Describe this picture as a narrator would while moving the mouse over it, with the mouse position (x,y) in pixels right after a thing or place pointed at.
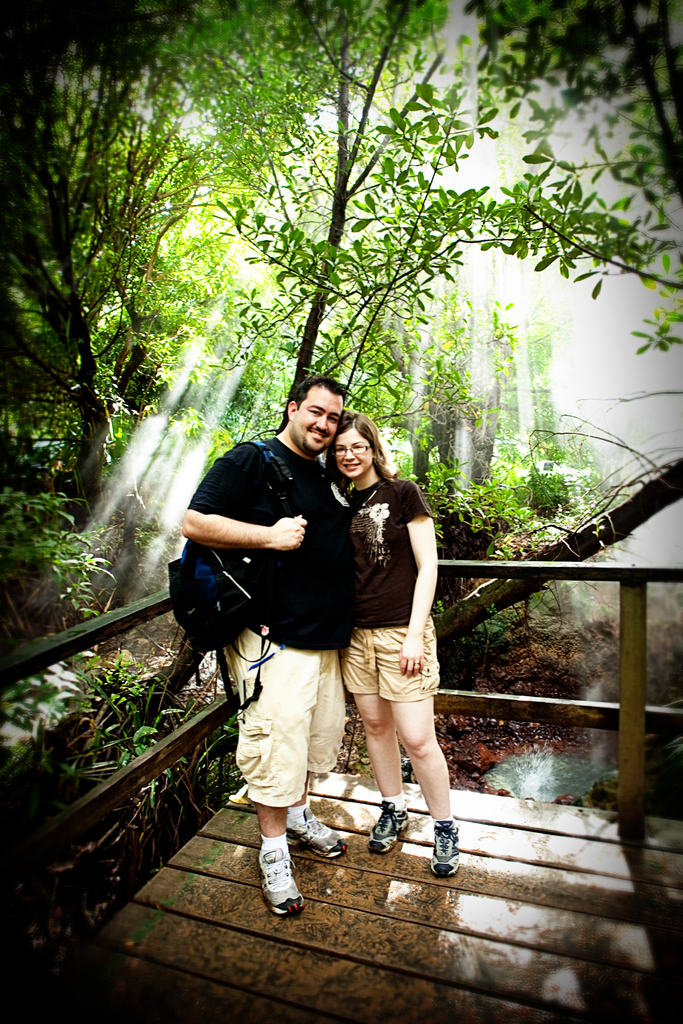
In this image I can see two persons (304,434) are standing and I can see smile on their faces (319,413). On the left side (200,557) I can see he is carrying a bag (266,561) and in the background (405,235) I can see number of trees (368,281).
